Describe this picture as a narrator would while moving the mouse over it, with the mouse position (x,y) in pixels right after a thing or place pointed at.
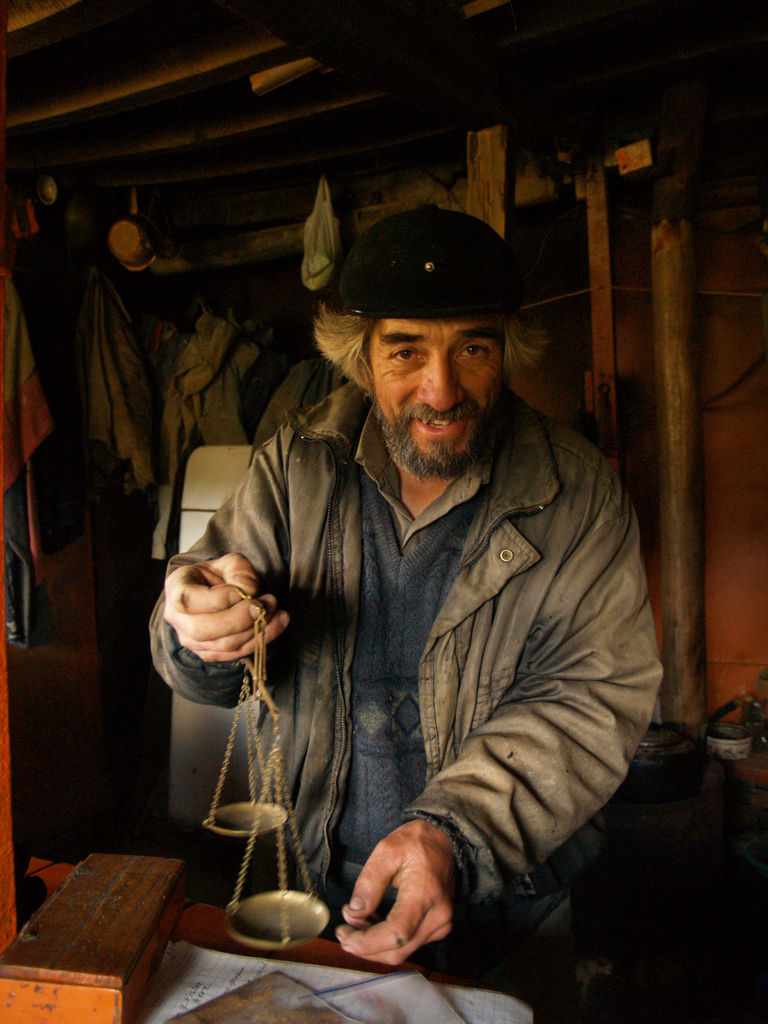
In this picture there is a person (521,771) standing and holding the object (236,595) and there are papers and there is a wooden object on the table (283,950). At the back (252,128) there are clothes (242,429) hanging on the wooden roof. On the right side of the image (734,751) there are objects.
